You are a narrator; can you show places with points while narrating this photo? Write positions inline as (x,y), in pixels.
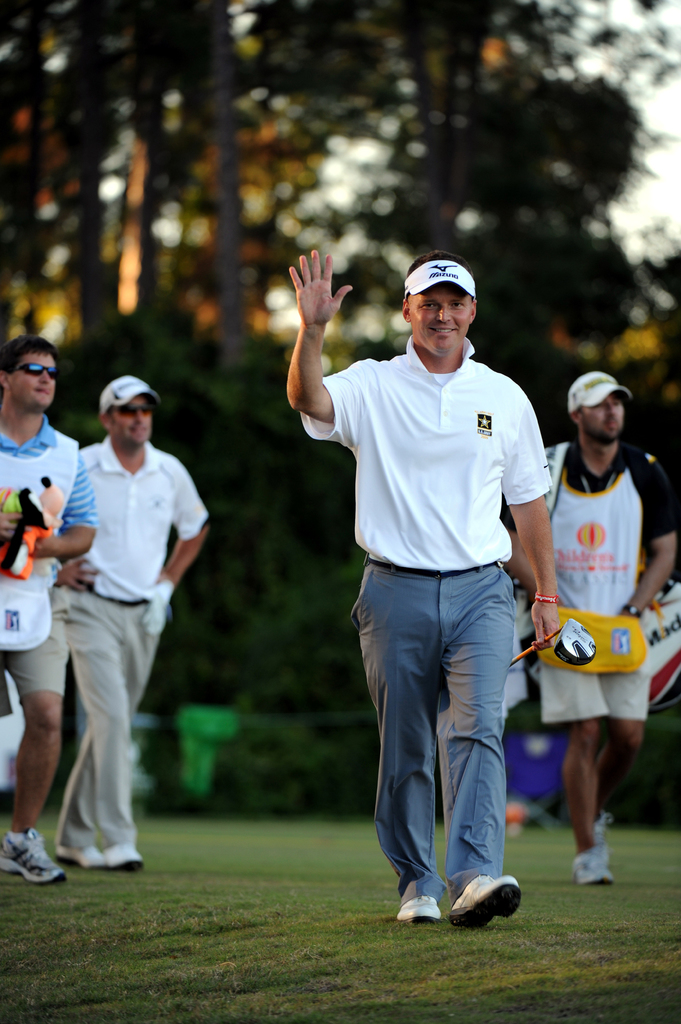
In the center of the image (389,571) we can see some persons (477,689) are walking and some of them are holding objects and wearing cap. In the background of the image (217,607) we can see trees (280,529), boards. At the bottom of the image (258,911) there is a ground (302,908). At the top right corner (634,7) we can see the sky (656,187).
